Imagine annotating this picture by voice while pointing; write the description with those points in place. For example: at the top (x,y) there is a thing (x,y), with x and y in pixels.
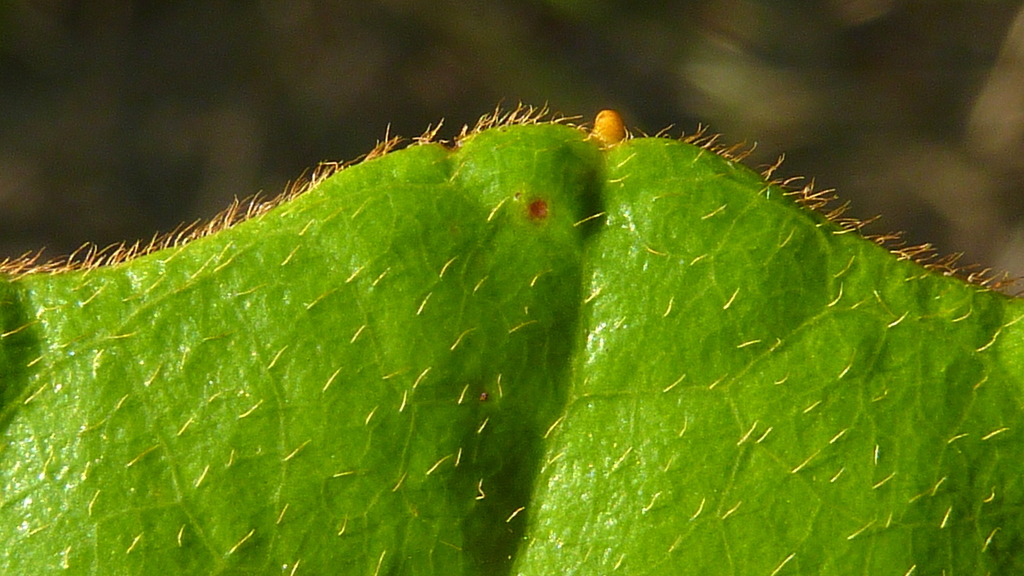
In the picture I can see green leaf (506,377) which has few yellow color objects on it.
